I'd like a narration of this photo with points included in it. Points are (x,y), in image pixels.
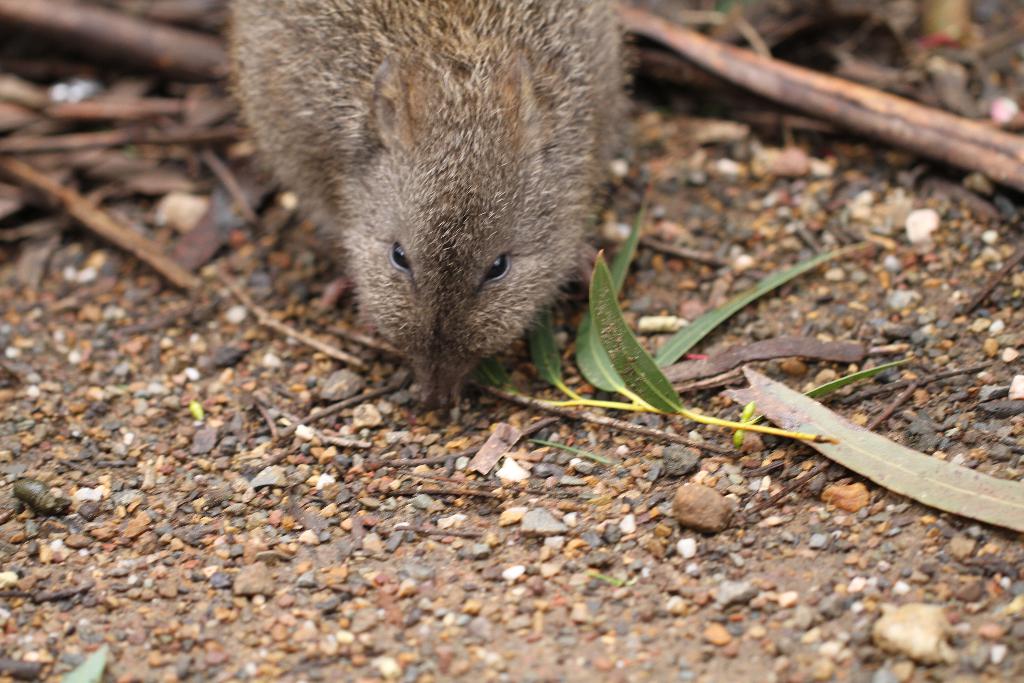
Here I can see a rat (424,80) on the ground (546,435). Beside the rat (583,66) I can see few sticks (772,93), leaves (594,371) and stones (222,433).
